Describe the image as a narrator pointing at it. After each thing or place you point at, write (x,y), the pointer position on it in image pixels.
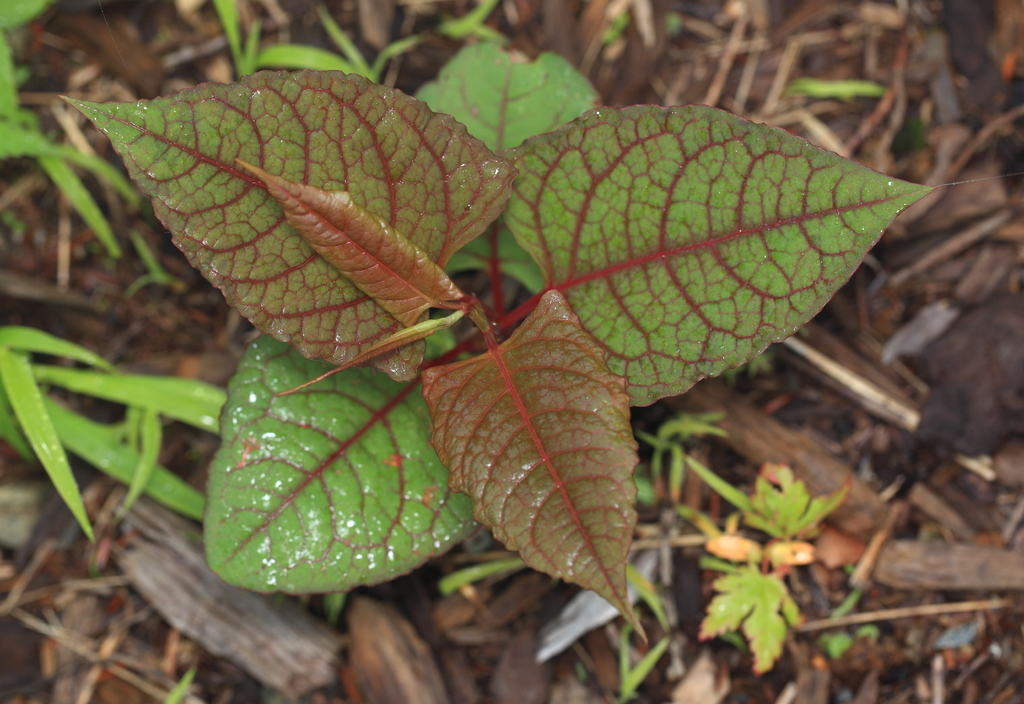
In this picture we can see a plant (436,305), where we can see grass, wooden sticks (852,615) on the ground (677,627).
